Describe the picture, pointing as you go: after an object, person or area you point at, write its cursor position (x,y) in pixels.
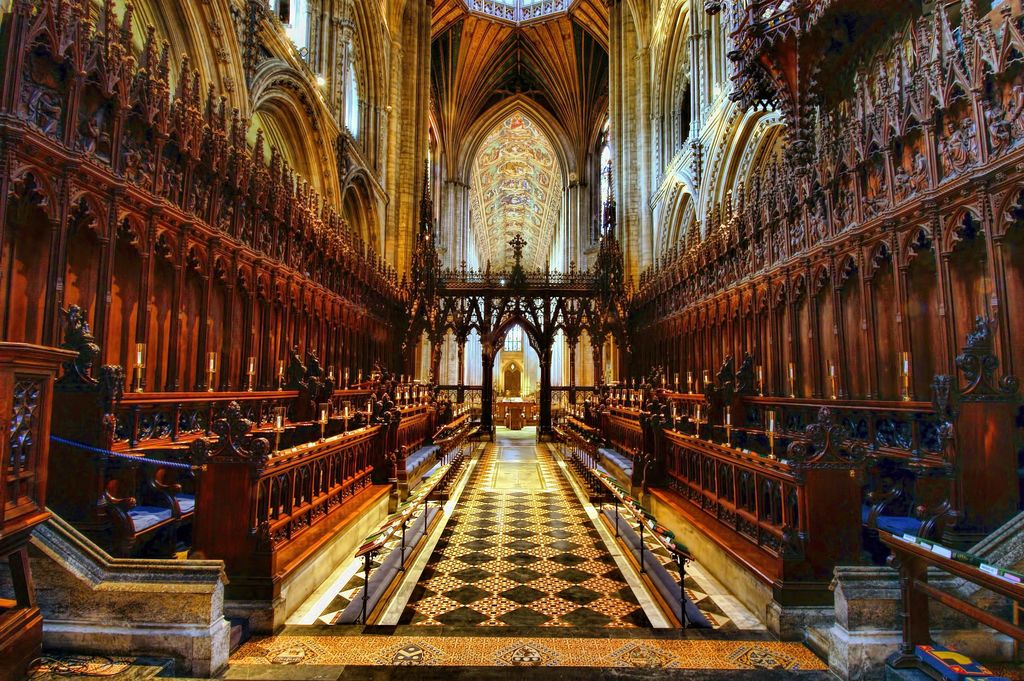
In this image we can see the inside view of a building (700,39). Here we can see floor (506,552), chairs (687,429), rope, pillars (545,412), poles (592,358), arch (491,338), designed wall (269,331), and ceiling (588,47).
